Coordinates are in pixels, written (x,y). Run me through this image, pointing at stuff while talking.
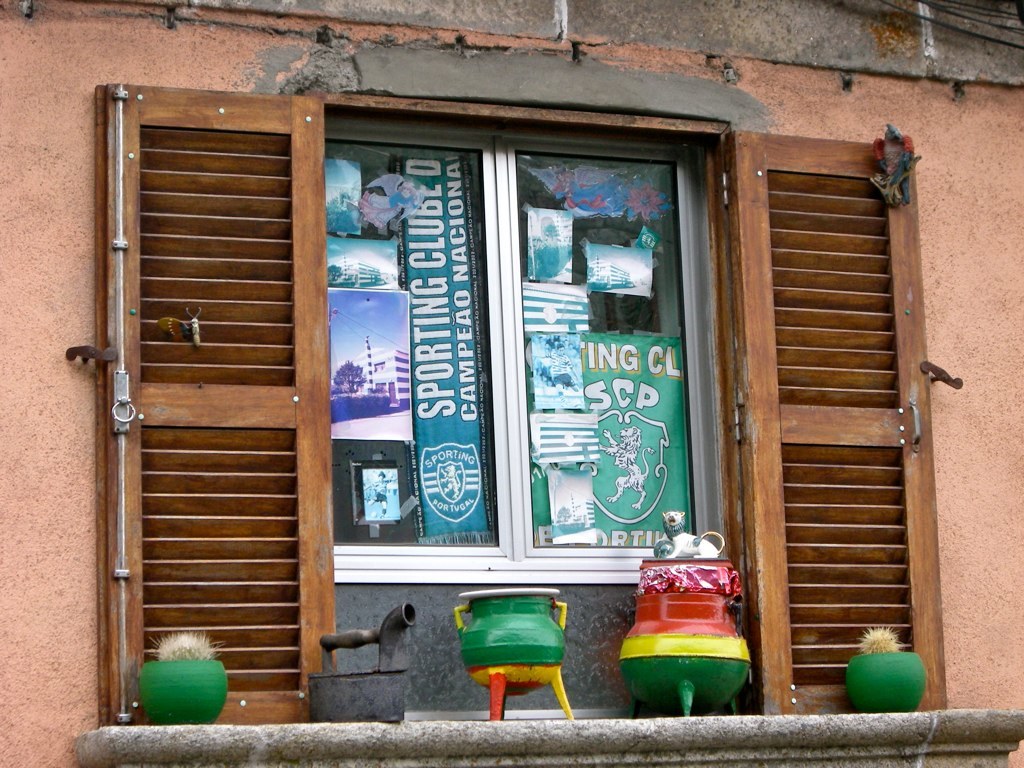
In this picture we can see a few colorful objects (181,714) on the wall (490,765) at the bottom of the picture (159,706). We can see some text (461,455), logo (624,442) and the images (365,287) of some buildings (367,272) on the glass objects (578,220). There are wooden objects (192,527) visible on a wall (949,292).
